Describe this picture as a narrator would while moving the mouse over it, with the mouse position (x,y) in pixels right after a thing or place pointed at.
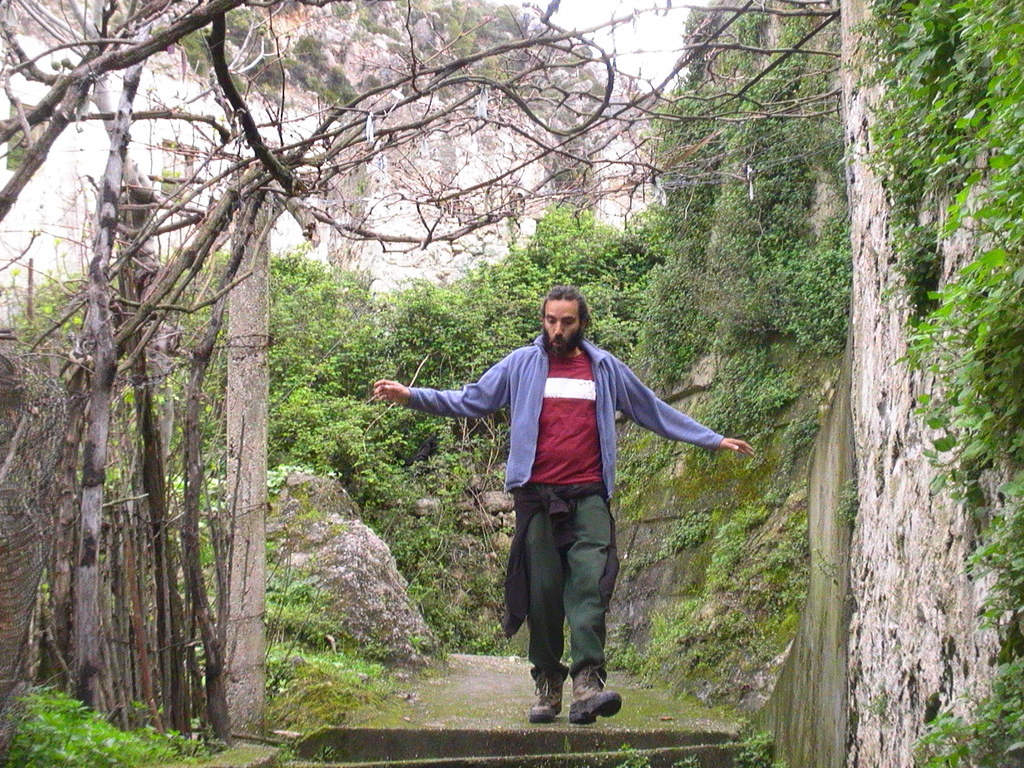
In this image a man (532,473) wearing blue color hoodie (614,376), red color T-shirt (592,401), green color pant (558,584) and shoes (543,689) walking in the middle of the path (439,739), in the right side (686,516) there is a mountain (928,547), in the left side (283,362) there are trees (426,327).
